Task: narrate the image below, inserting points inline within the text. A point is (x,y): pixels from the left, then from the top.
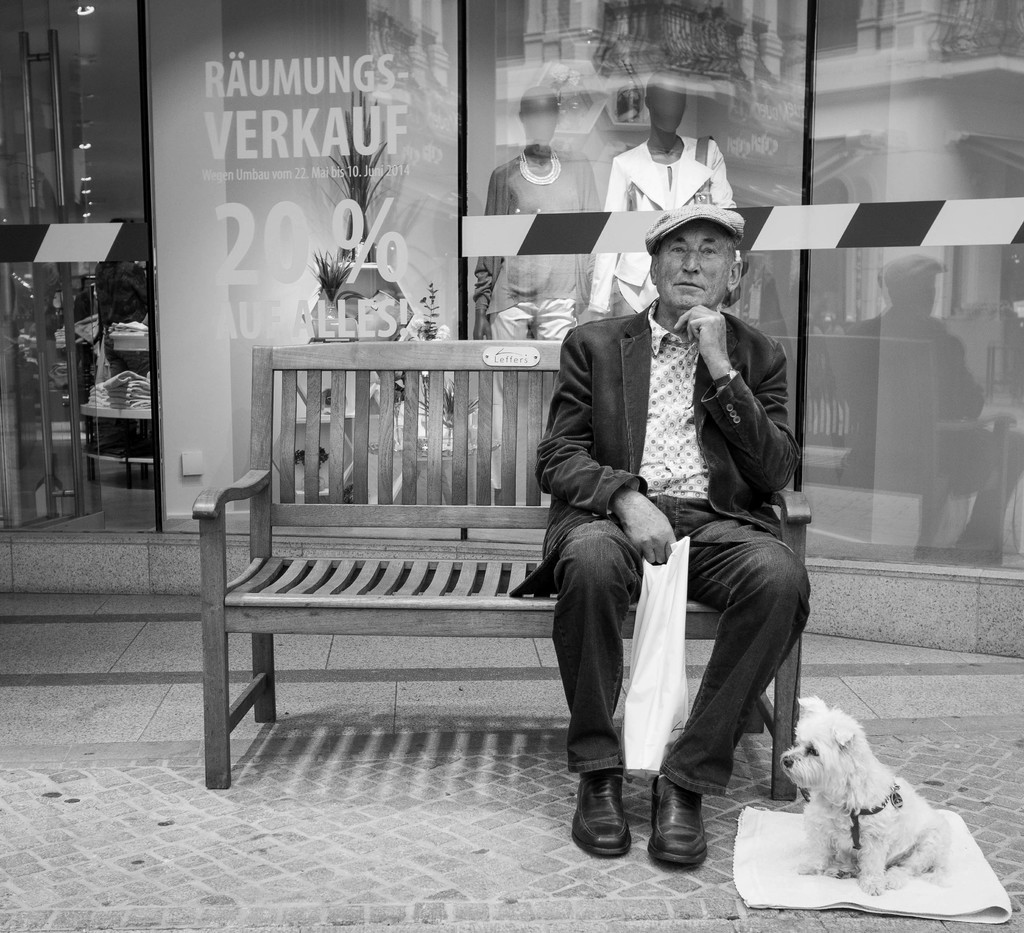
In this image there is one person (648,517) sitting on a bench (458,594) and holding a cover (645,630) in the middle of this image (432,607). There is a wall (240,220) in the background (289,272). there is a dog (870,834) in the bottom right corner of this image (864,840).
